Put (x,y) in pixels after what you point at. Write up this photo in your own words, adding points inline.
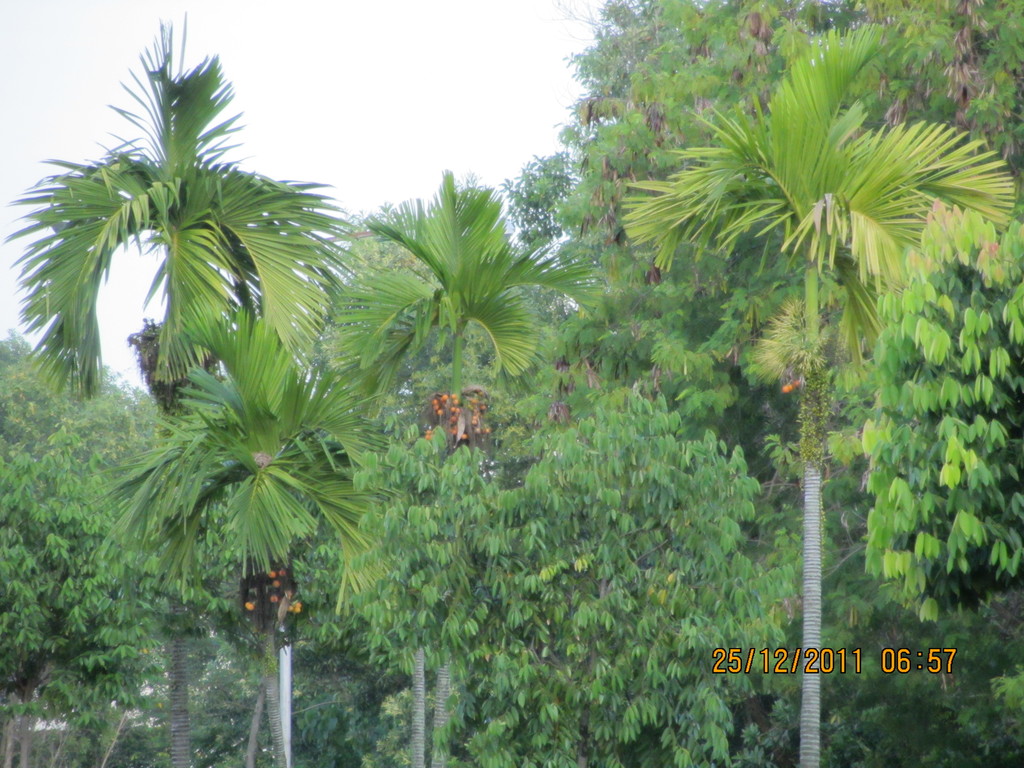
In the right bottom corner (791,652), there is a watermark (806,652). In the background (897,547), there are trees (881,381) and there is sky (399,146).
